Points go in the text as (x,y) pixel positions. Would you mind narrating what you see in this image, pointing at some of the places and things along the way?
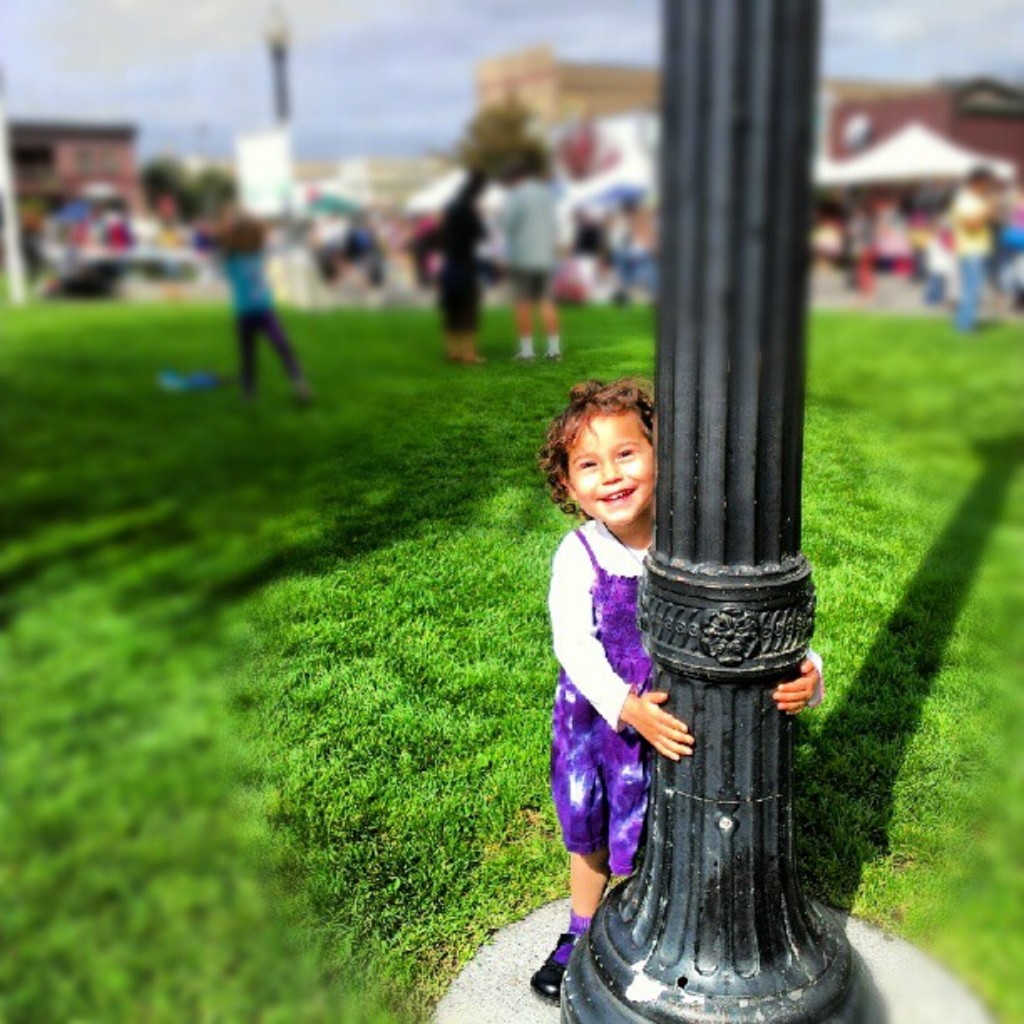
In this image there is a pole (706,764) on the ground (402,986). Beside the pole (727,776) there is a girl (608,632) standing. She is holding the pole (696,697). Behind her there's grass (309,529) on the ground (349,517). There are a few people (455,239) standing on the ground (560,375). In the background (110,173) there are buildings (561,116) and tents (567,186). At the top (337,43) there is the sky (402,47).
